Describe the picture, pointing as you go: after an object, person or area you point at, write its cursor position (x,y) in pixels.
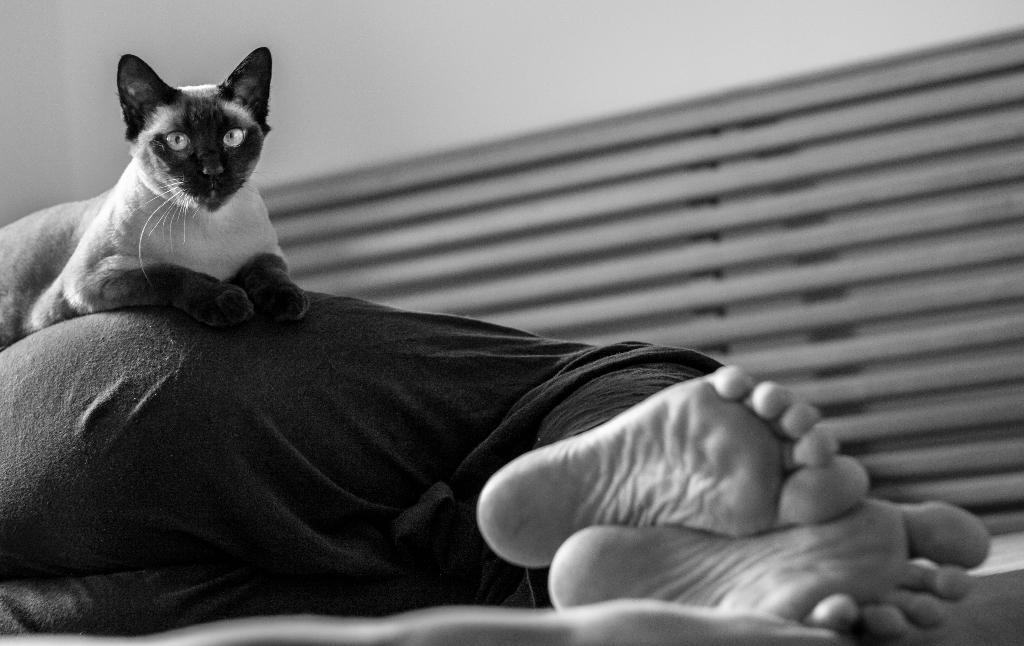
In this picture, we see a person (390,392) is sleeping on the bed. We see a cat (135,148) is sitting on the person (392,359). In the background (629,191), we see the window blind (799,242). At the top (557,60), we see a wall (454,85). This is a black and white picture.
